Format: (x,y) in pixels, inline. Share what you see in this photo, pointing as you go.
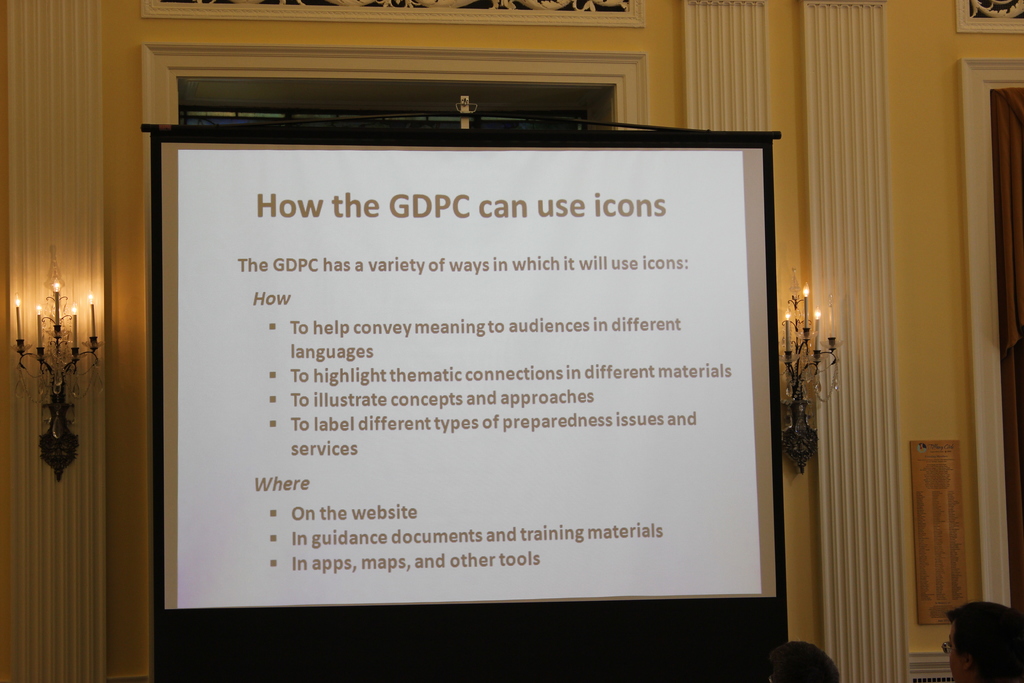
In this picture there is a projected image (423,322) and there are two persons (815,674) in the right corner (840,660) and there are some other objects (389,82) in the background (503,67).
